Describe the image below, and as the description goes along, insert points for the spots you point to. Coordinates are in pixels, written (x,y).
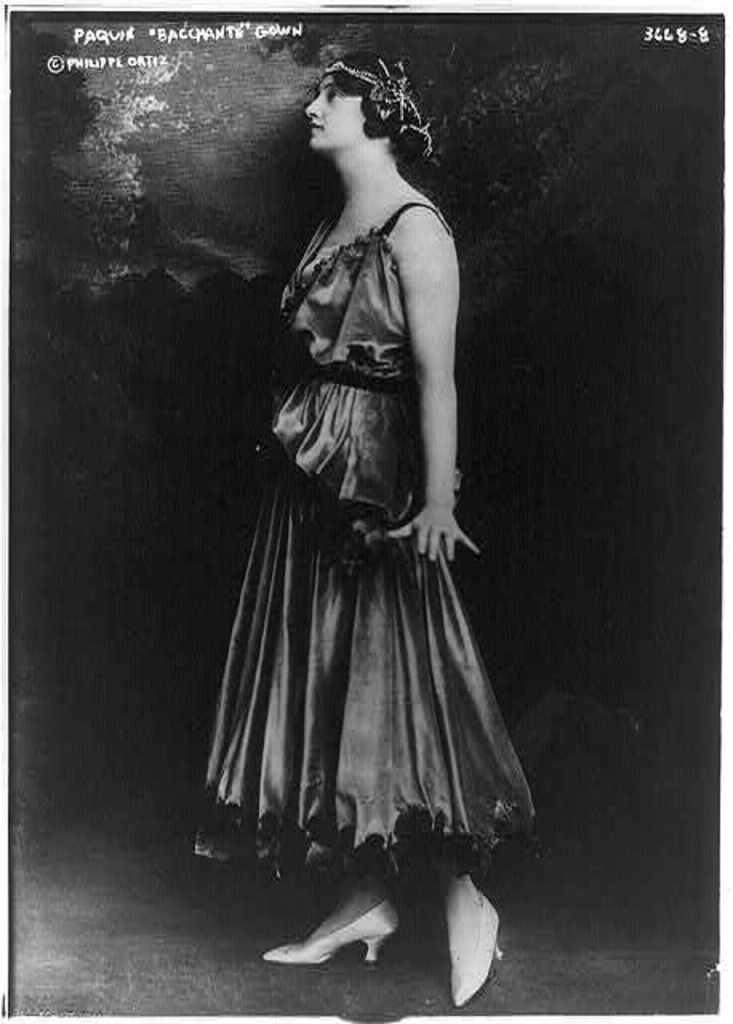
This picture looks like poster. Here we can see woman (413,378) who is wearing a dress (324,726) and shoe (451,962). In the background (514,593) we can see darkness (669,416). On the top (208,29) we can see the watermarks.
